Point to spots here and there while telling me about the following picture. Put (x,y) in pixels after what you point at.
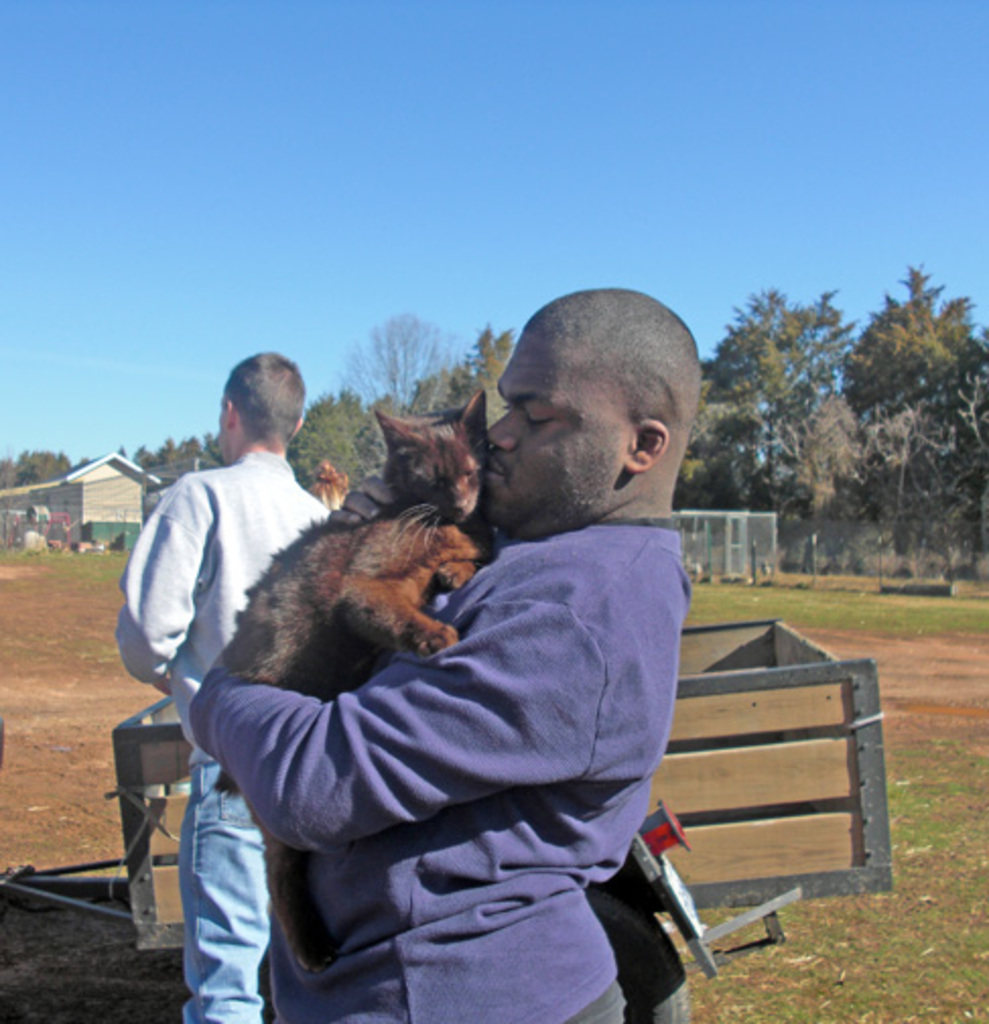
This image consist of two men (673,383). In the front (611,743), the man (465,810) is wearing blue t-shirt (450,669) and holding a cat (327,572). In the back (166,538), the man (184,575) is wearing gray t-shirt (218,541). At the bottom (916,944), there is green grass (909,885). In the background (389,317), there are trees (410,334) and houses (113,492).
